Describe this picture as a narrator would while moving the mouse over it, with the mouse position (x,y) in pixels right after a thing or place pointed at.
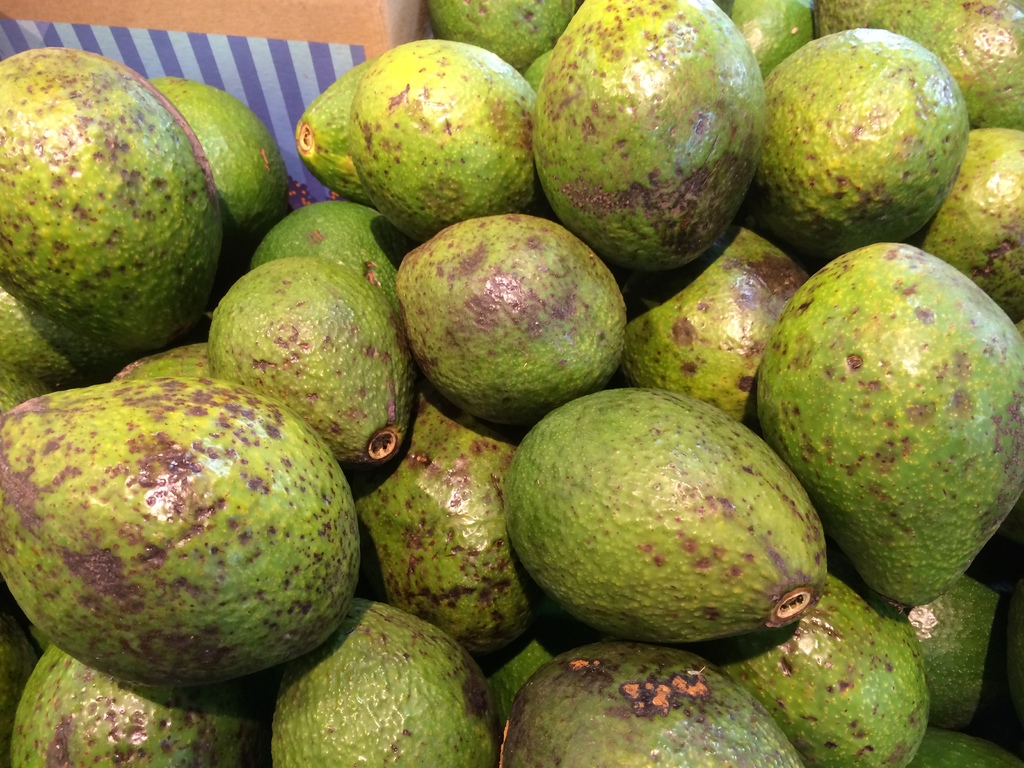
In this image I can see few fruits (458,538) in green color.
